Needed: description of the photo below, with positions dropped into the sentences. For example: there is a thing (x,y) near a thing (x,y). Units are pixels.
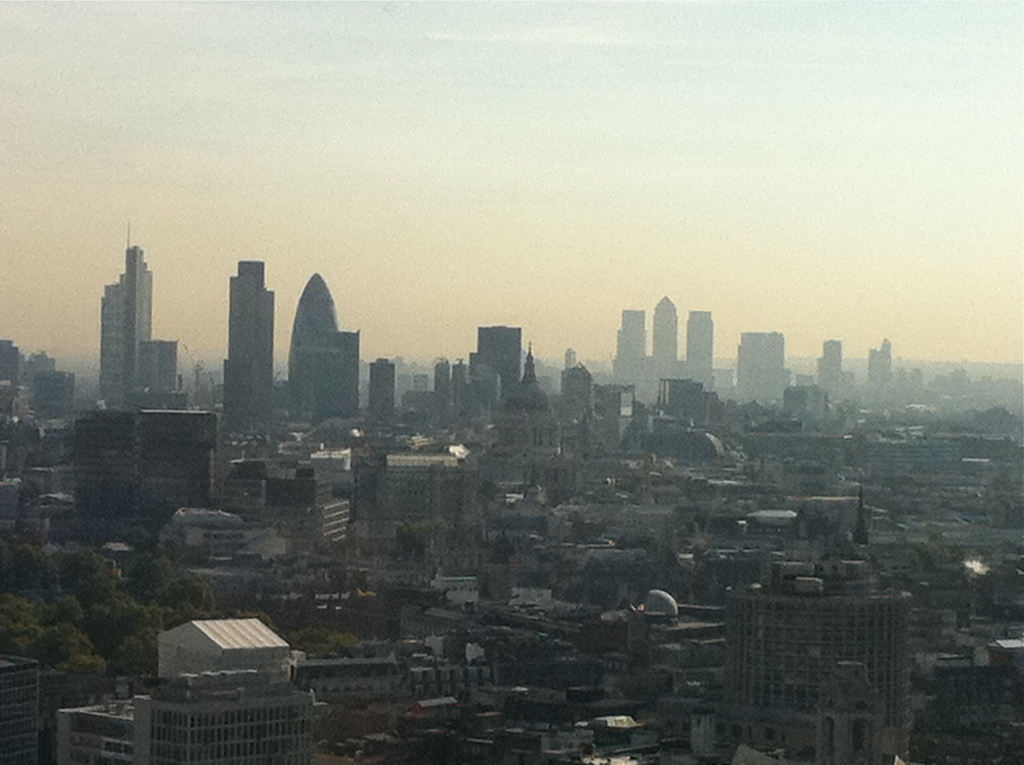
In this image we can see many buildings (436,489), there are trees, there is a sky (645,268).
